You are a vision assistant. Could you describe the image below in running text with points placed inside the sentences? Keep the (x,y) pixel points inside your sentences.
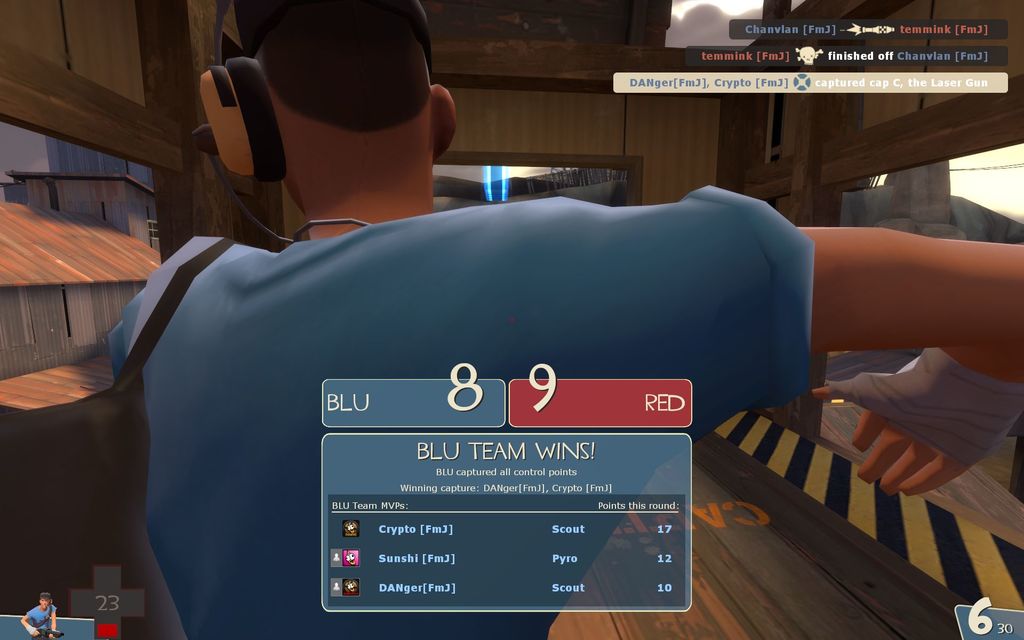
In this image we can see an animated person (378,277). We can see the animated text (871,52) and few logos (854,32) in the image. There are few buildings (835,100) in the image.
